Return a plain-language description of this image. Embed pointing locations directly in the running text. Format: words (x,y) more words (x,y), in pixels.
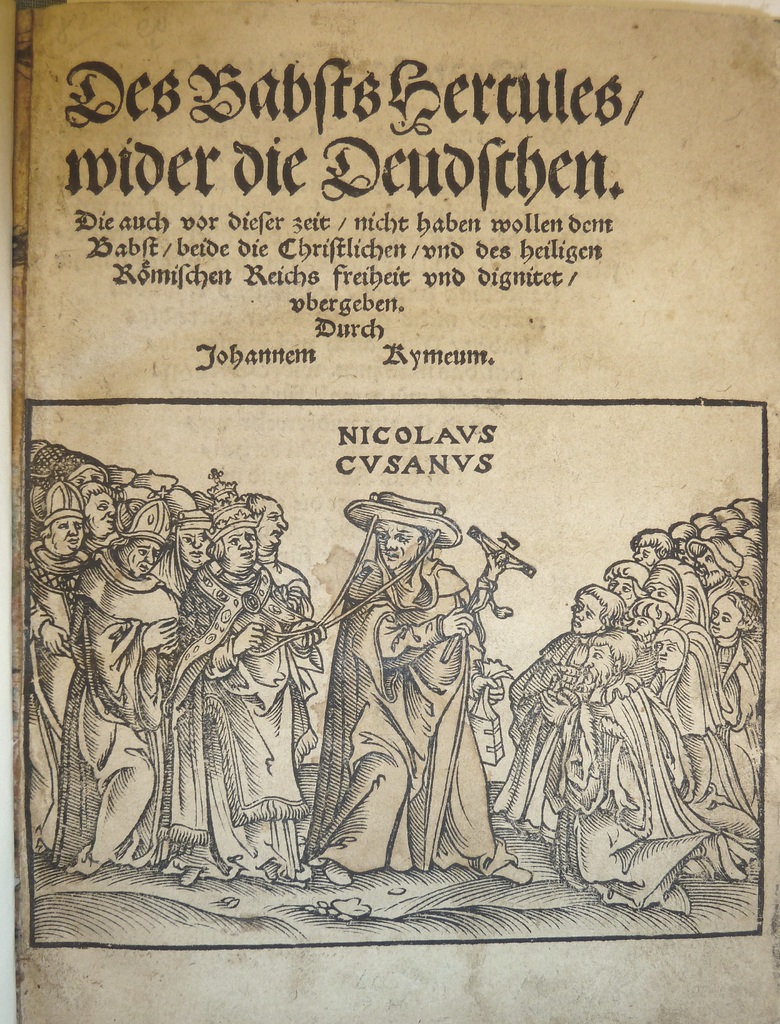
In this picture I can see there is a book (409,611) and there is something written on the page (226,430) and there are few people (362,668) standing here. This person (374,747) at the center (388,526) is holding the cross (475,608) in his hands (460,633).
